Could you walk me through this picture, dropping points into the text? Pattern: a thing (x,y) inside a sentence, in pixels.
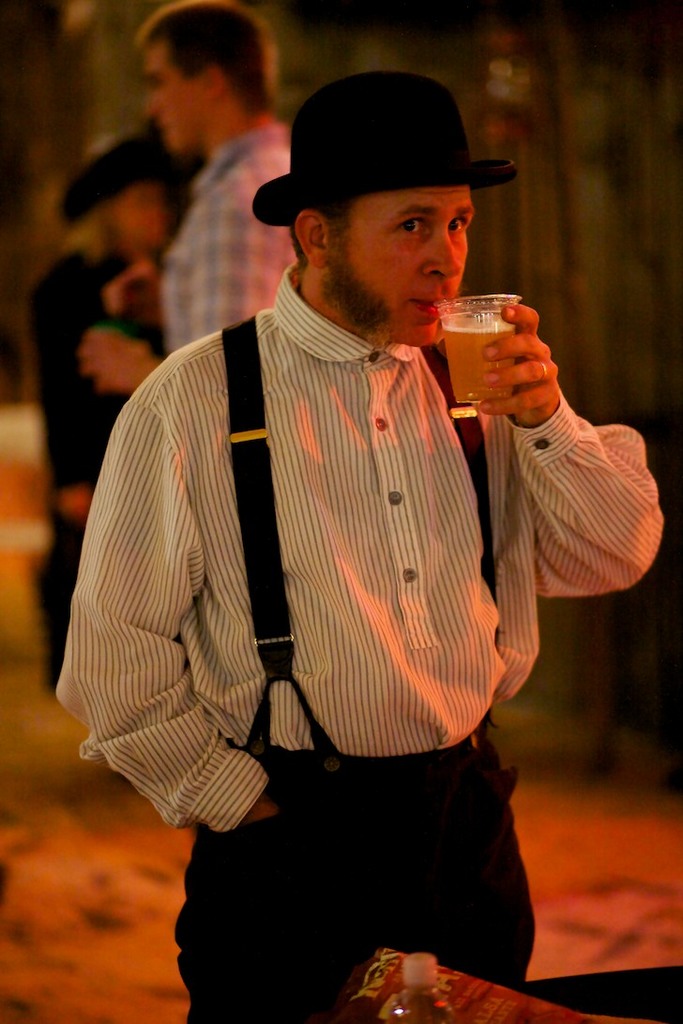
In this image we can see a man (353,281) wearing the black color hat (364,152) and holding the glass (475,313) of liquid (462,327) and drinking. In the background (180,308) we can also see two persons (209,117). At the bottom (422,976) there is water bottle (422,985).
